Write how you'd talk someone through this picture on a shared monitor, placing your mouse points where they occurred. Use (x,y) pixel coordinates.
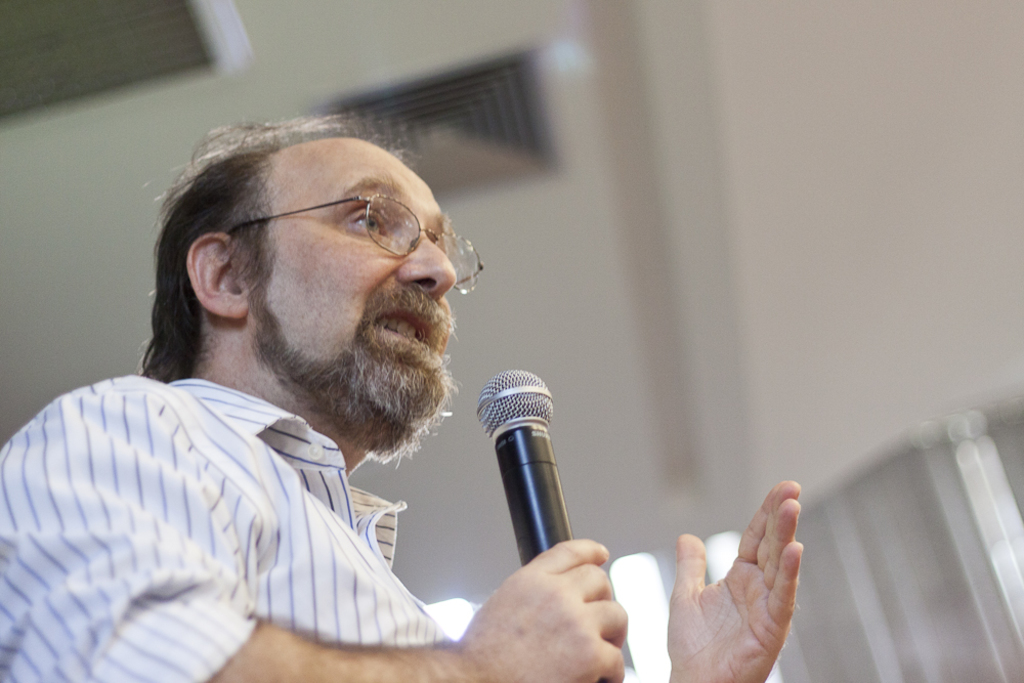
In this image we can see a person (382,586) holding a mic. At the top of the image (540,61) there is ceiling (309,70).
